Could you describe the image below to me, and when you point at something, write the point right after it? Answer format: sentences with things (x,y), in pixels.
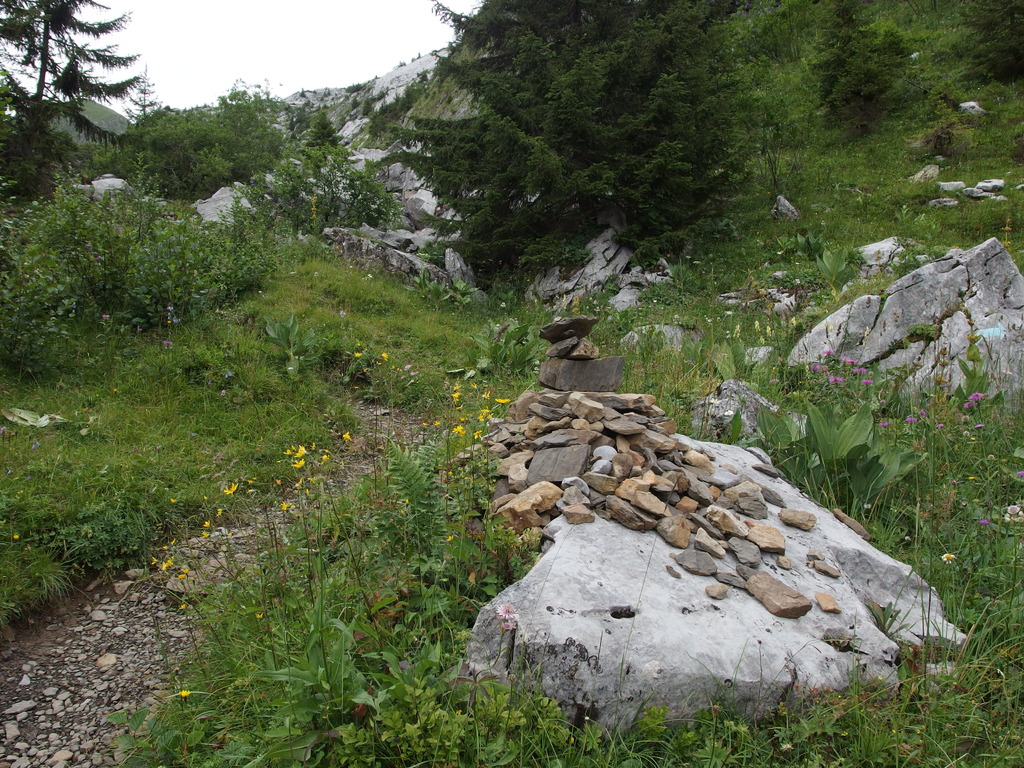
This picture consists of the hill (827,203), on the hill (827,223) there are trees (190,118), plants (372,350) and grass (356,499) and stones (701,517) visible, at the top (280,38) I can see the sky (343,26).
